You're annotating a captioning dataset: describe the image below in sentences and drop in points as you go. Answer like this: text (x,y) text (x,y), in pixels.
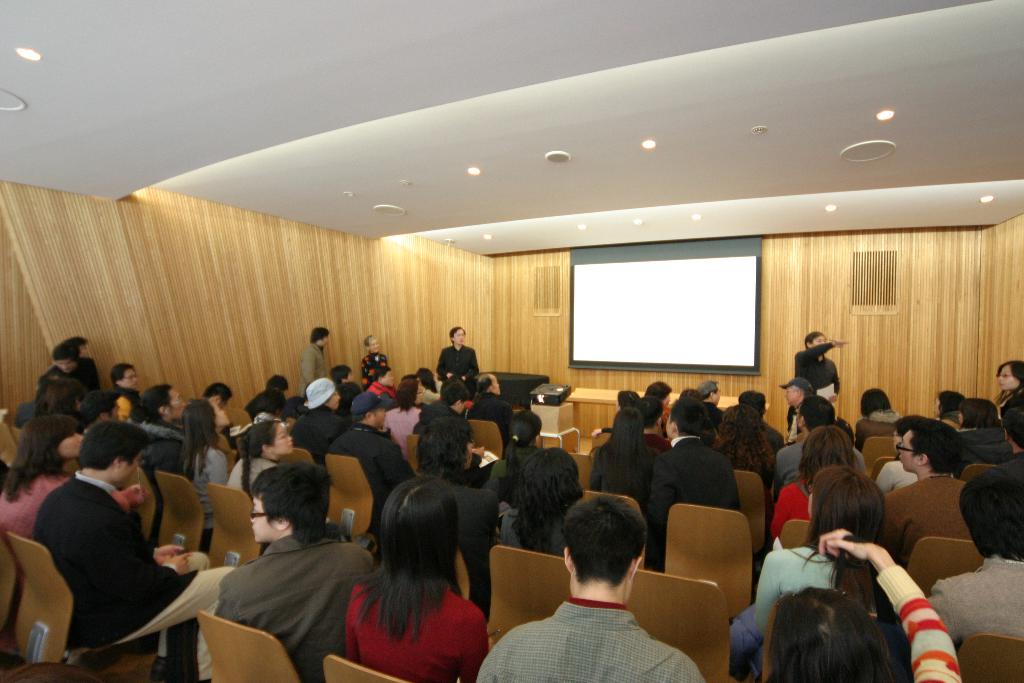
In this image there are group of people (282,581) sitting on the chairs (709,617), group of people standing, screen (616,351), projector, lights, table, wooden wall (499,280).
